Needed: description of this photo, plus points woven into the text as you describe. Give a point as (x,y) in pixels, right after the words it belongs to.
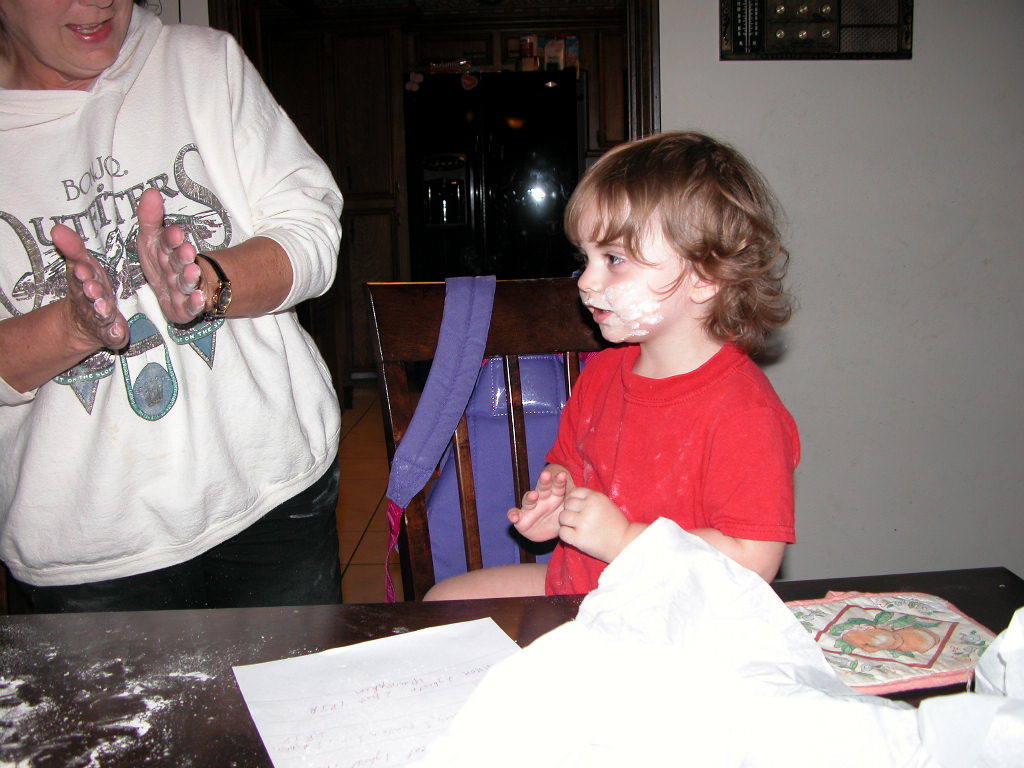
In the center of the image (598,268) we can see a kid (659,253) sitting in the chair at the table (499,606). On the table (515,603) we can see a cloth (850,644), paper (405,634) and some powder (149,683). On the left side of the image (300,516) there is a woman (121,474). In the background (427,136) we can see refrigerator (455,136) and wall (838,172).
